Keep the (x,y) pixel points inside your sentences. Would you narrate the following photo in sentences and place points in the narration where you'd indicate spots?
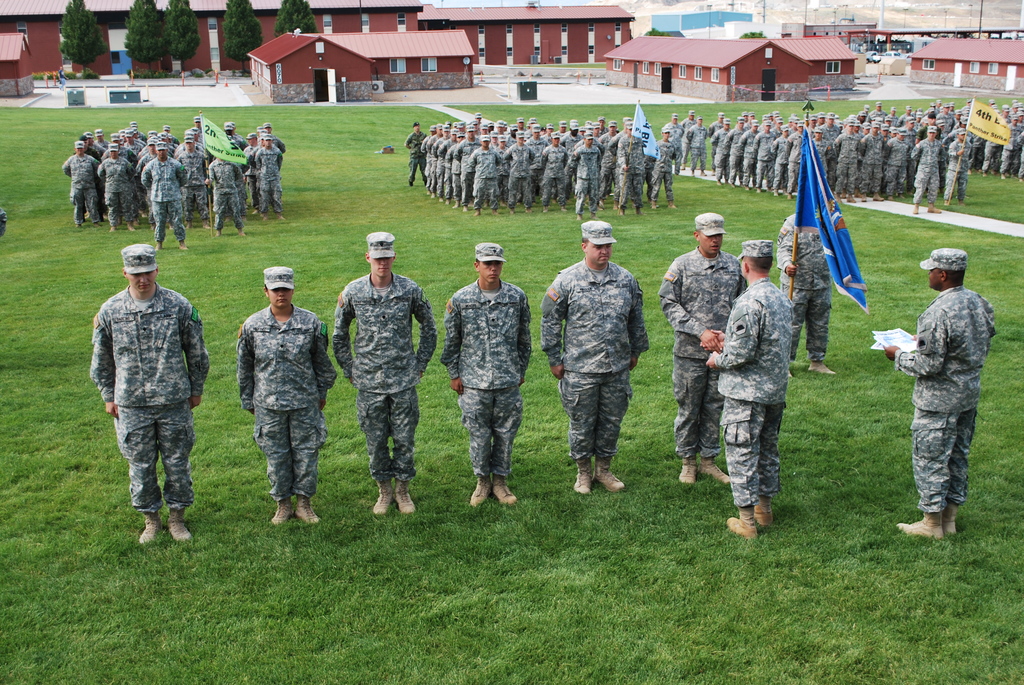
Here we can see group of people (585,266) on the ground (553,422) and they are holding flags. This is grass (667,621). In the background (689,60) we can see houses (692,46), plants (131,69), and trees (229,51).
